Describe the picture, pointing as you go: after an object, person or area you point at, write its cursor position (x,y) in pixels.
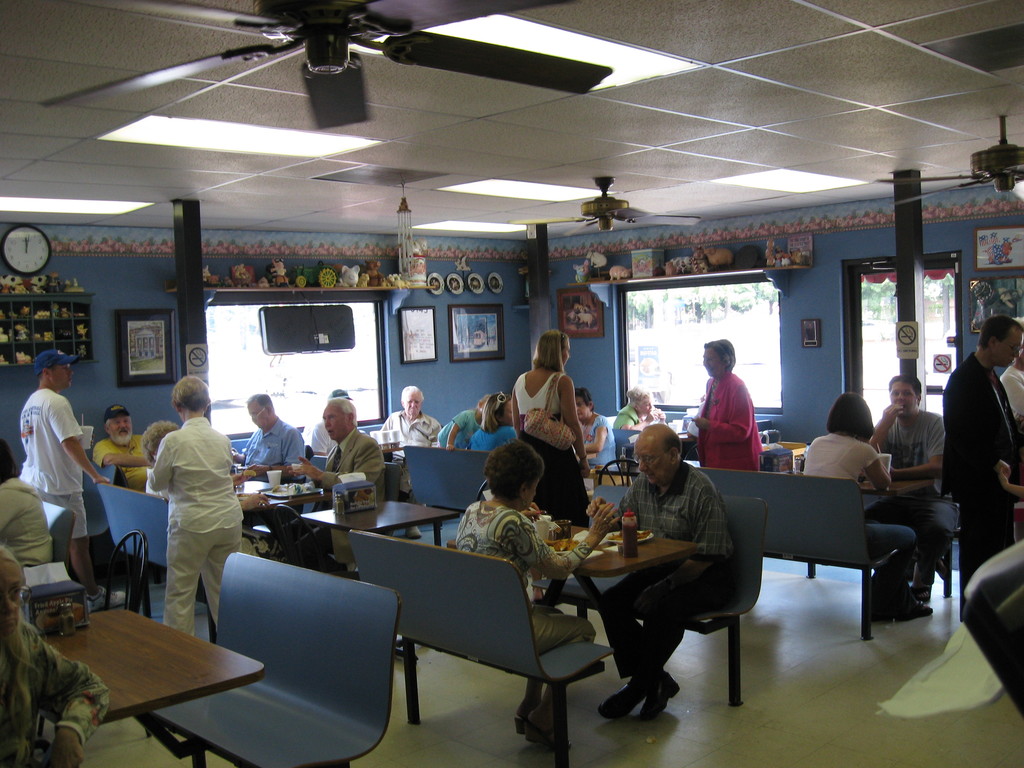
In the picture there are many people (496,488) sat on bench (493,600) in front of table (631,571), This seems to be inside a restaurant (916,651) and over the top there are ceiling fans (562,68) and lights (586,58).
